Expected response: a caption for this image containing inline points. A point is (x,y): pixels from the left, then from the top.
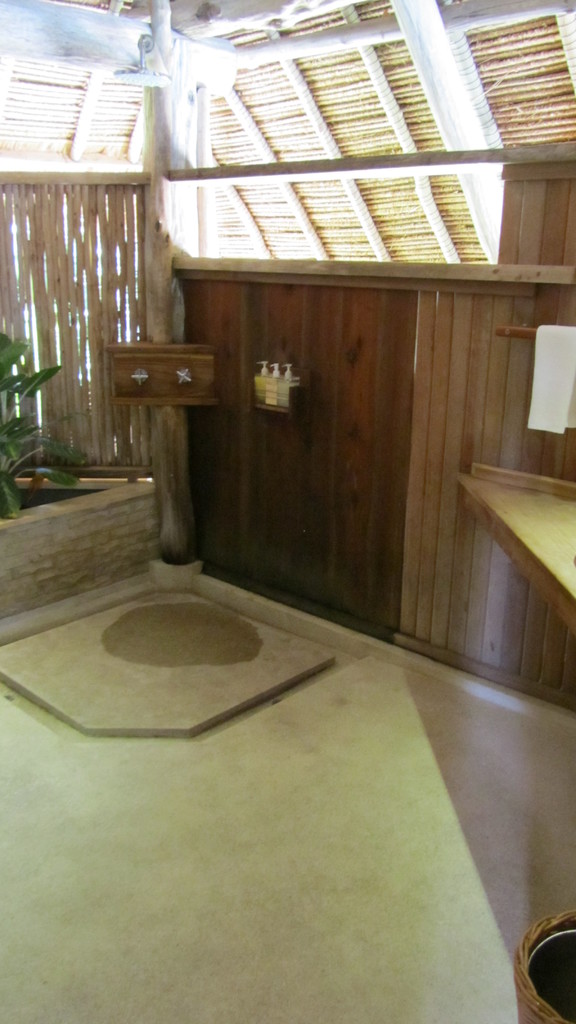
This image is taken inside the shed (320,710). In this image there is a houseplant (35,453). At the bottom (567,1016) there is an object (527,948) and we can see a cloth (551,372).
